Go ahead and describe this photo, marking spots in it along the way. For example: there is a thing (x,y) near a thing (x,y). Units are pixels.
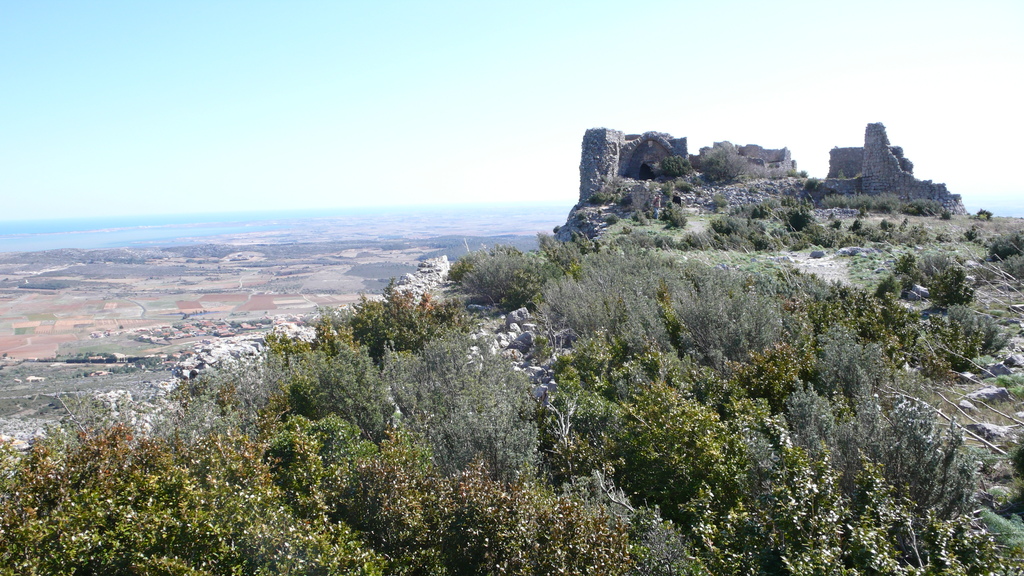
In this picture we can see trees (824,536), plants (911,255), and rocks (722,188). In the background (225,160) there is sky (653,101).
